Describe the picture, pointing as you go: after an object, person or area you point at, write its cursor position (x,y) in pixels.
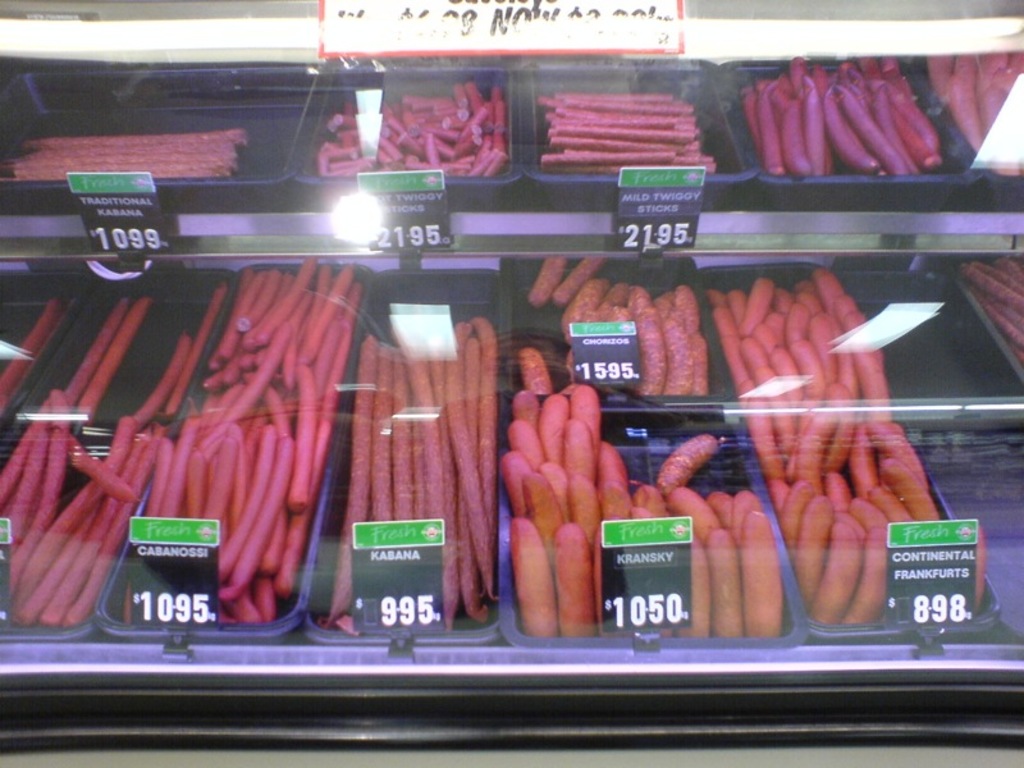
In this image, I can see a food place (888,472) one after the other and there are tags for each food (567,408).
